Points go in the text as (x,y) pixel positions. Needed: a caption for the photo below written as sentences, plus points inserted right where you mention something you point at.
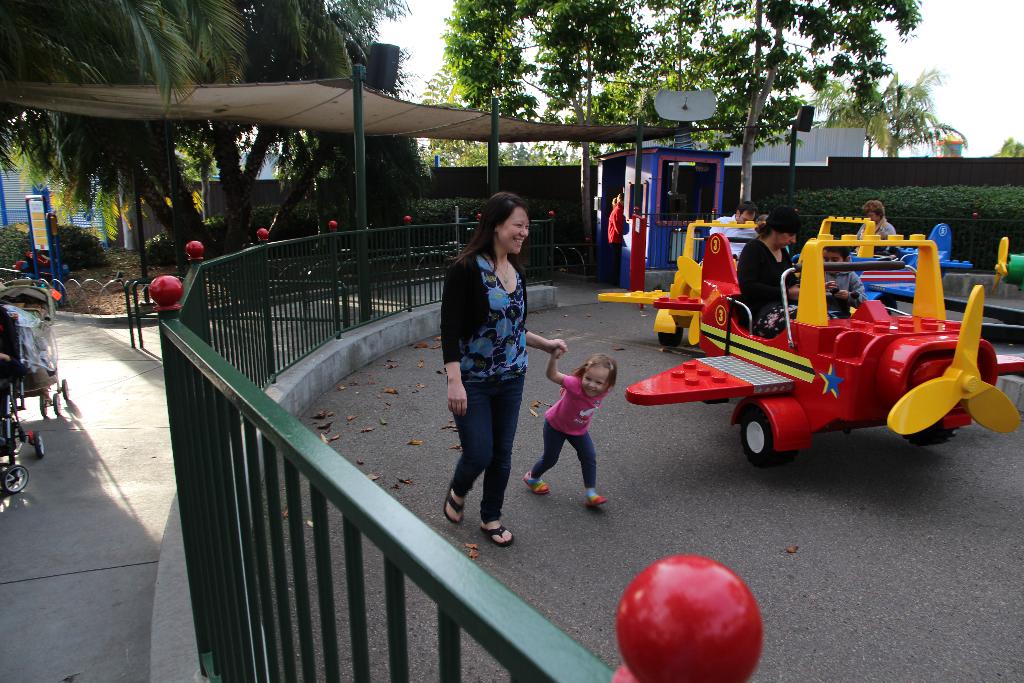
In this image we can see some people (852,289) sitting in the toy vehicles (861,309) which are placed on the ground (827,522). We can also see some people (553,429) standing, a fence (373,490), poles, a tent (463,115), booth (681,231), plants (854,230), building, a dish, a group of trees (612,145) and the sky (831,75). On the left side (6,487) we can see a board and some trolleys (2,473) on the surface (75,491).
